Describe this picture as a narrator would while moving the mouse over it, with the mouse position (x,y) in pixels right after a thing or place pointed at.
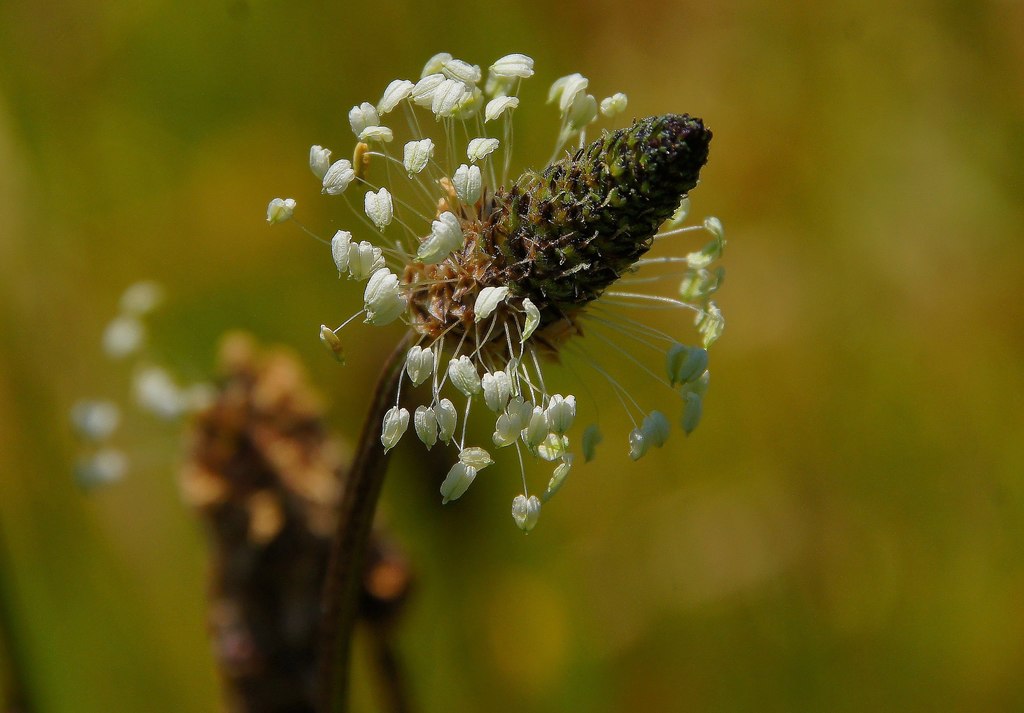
In the middle of this image (550,326), there is a flower (426,245) of a plant (444,93). And the background (136,622) is blurred.
